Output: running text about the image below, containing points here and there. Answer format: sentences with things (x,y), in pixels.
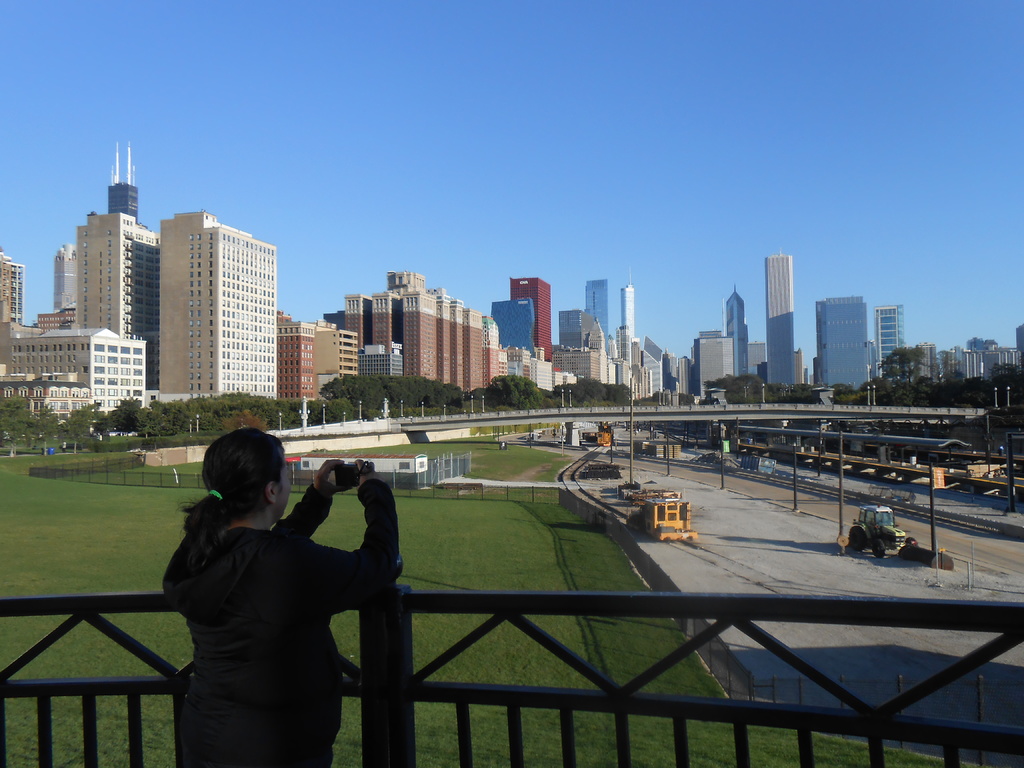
This image consists of buildings (497,337) in the middle (414,298). There are trees (35,416) in the middle (399,405). There is a person (233,659) at the bottom left (200,565). There is sky (485,148) at the top (409,153).
